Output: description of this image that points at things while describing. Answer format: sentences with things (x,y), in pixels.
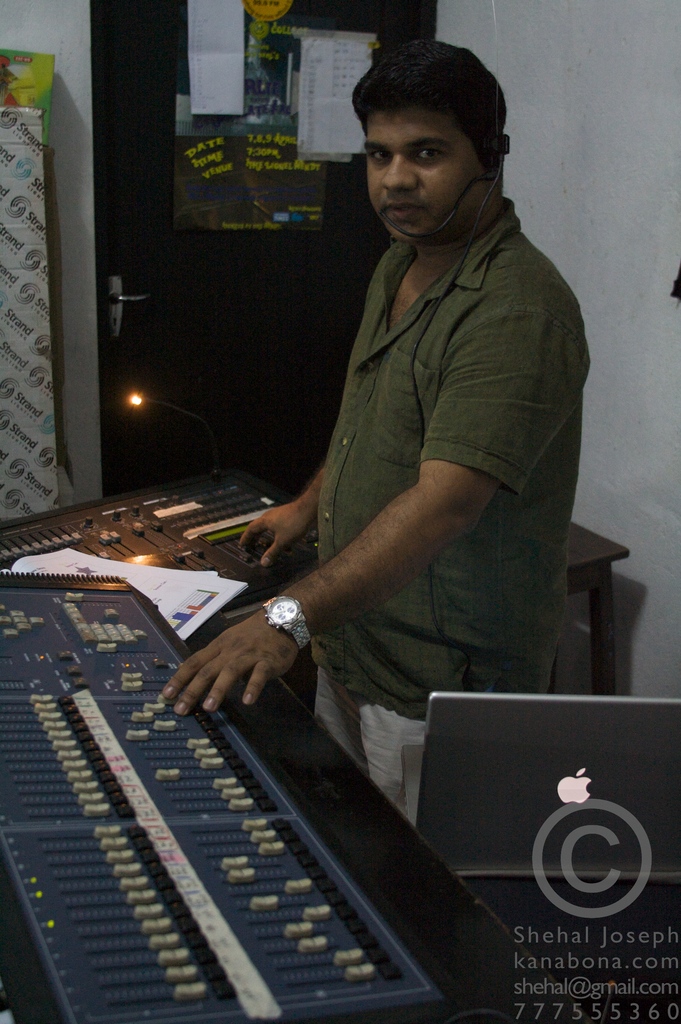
In the background (604,52) we can see the wall (664,136). We can see posters (281,53) on the door (172,18). In this picture we can see a man (374,140) wearing headsets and standing. On a table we can see devices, laptop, papers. We can see table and few objects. In the bottom right corner of the picture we can see watermark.
